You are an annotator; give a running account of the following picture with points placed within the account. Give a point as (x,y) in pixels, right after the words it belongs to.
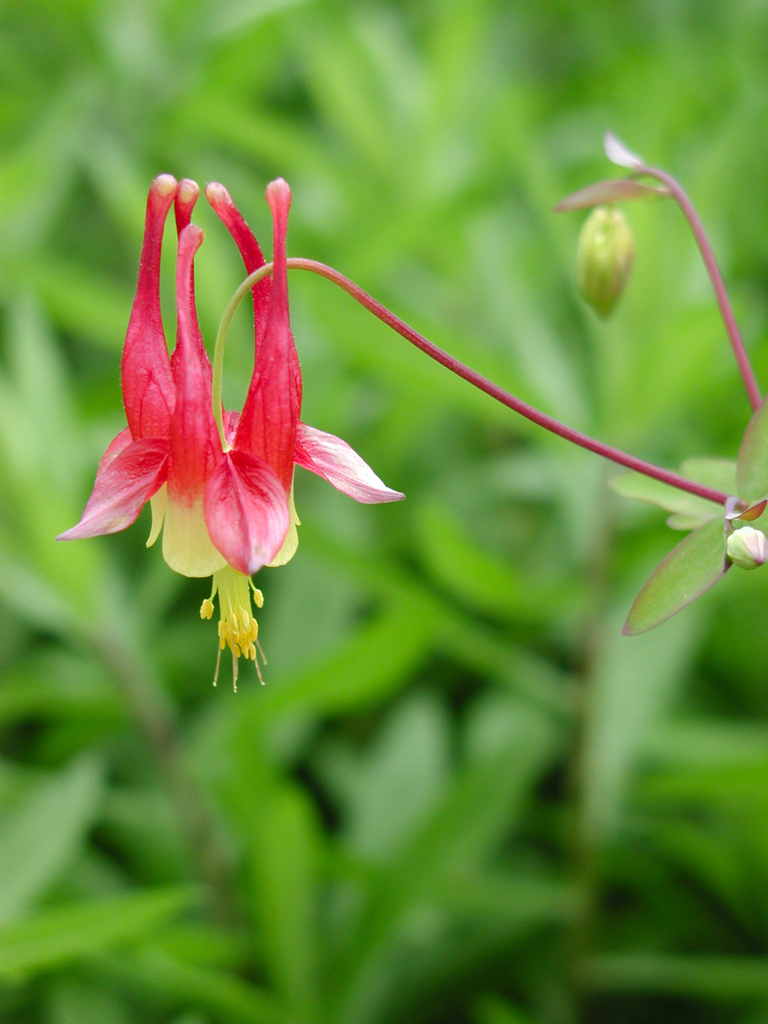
In this picture we can see flower (156,333), stems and buds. In the background of the image (448,306) it is green.
